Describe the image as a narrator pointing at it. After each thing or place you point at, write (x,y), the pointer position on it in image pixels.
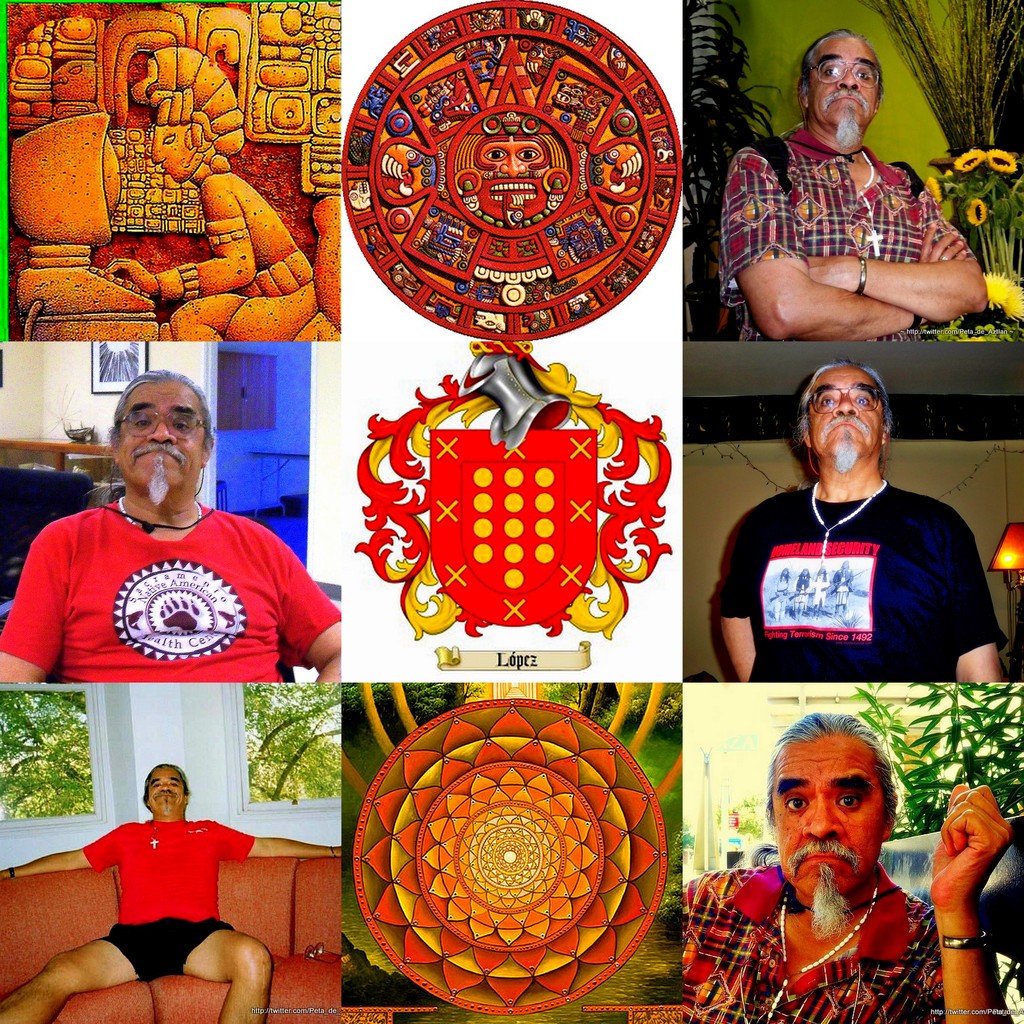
This looks like an edited image. I can see a person (891,246) standing and sitting. This is the couch (310,916). These are the two images (585,806) of the ancient chakras (584,841). This looks like a logo (572,511). I think this is an ancient image. These are the windows (71,743). I can see the trees (43,766) through the windows (40,782). This is the frame (105,372) attached to the wall (51,393).
